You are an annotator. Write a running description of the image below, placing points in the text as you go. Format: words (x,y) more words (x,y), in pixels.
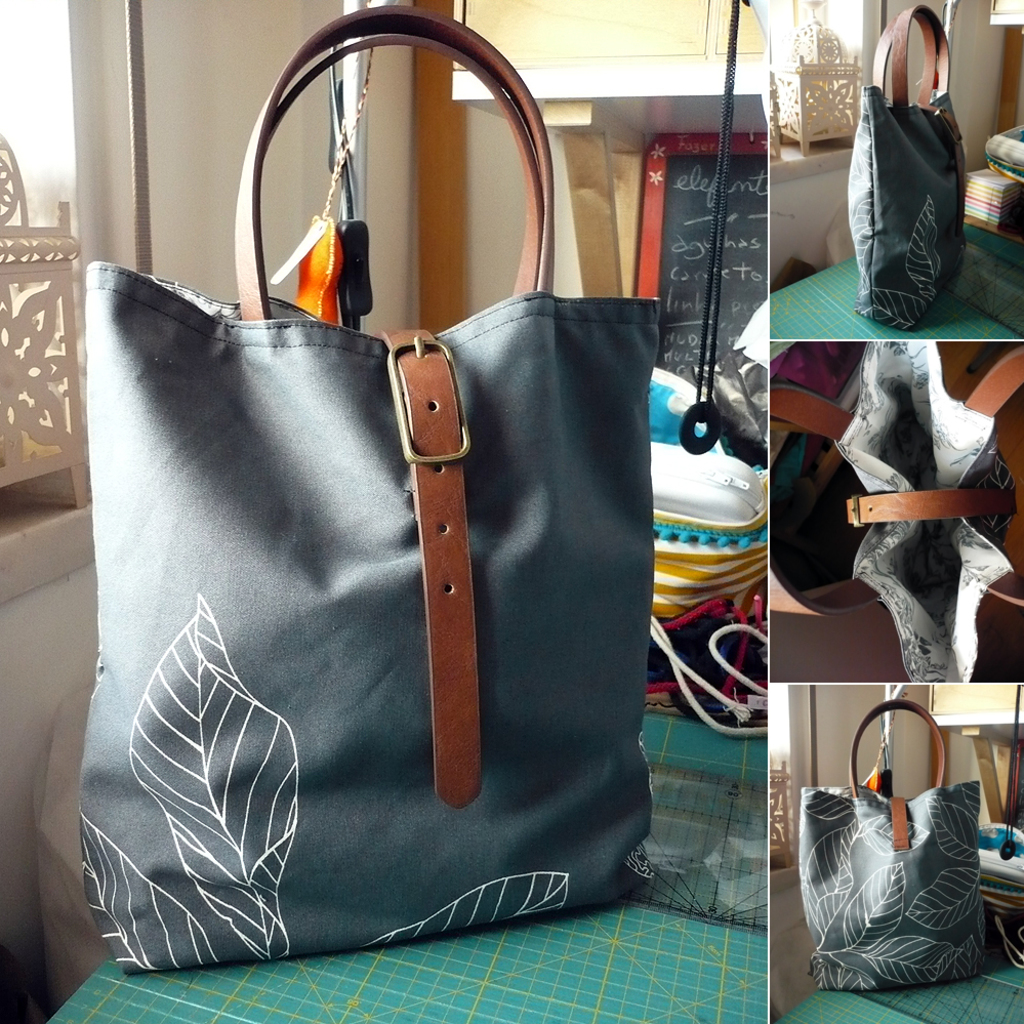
In this image, we can see a collage photo. The center of the image (374,546), we can see a ash color bag (266,544). Here it is belt (445,680). It is leather belt (446,549). This bag (447,552) is placed on a table (494,969). Here we can see a measuring scale (714,834). Behind this bag (575,712), we can see few bags (695,486) are placed. And this is a ring (709,427) that is hung by the thread (699,361). And background (686,230), we can see some board (692,247). Something is text (742,277) on it. Here we can see a white color wall (190,202). And here we can see a chain (343,157) that is hang. In the right side of the image (938,878), few bags (915,525) are placed on the table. Here we can see the inside of the bag (929,558).
